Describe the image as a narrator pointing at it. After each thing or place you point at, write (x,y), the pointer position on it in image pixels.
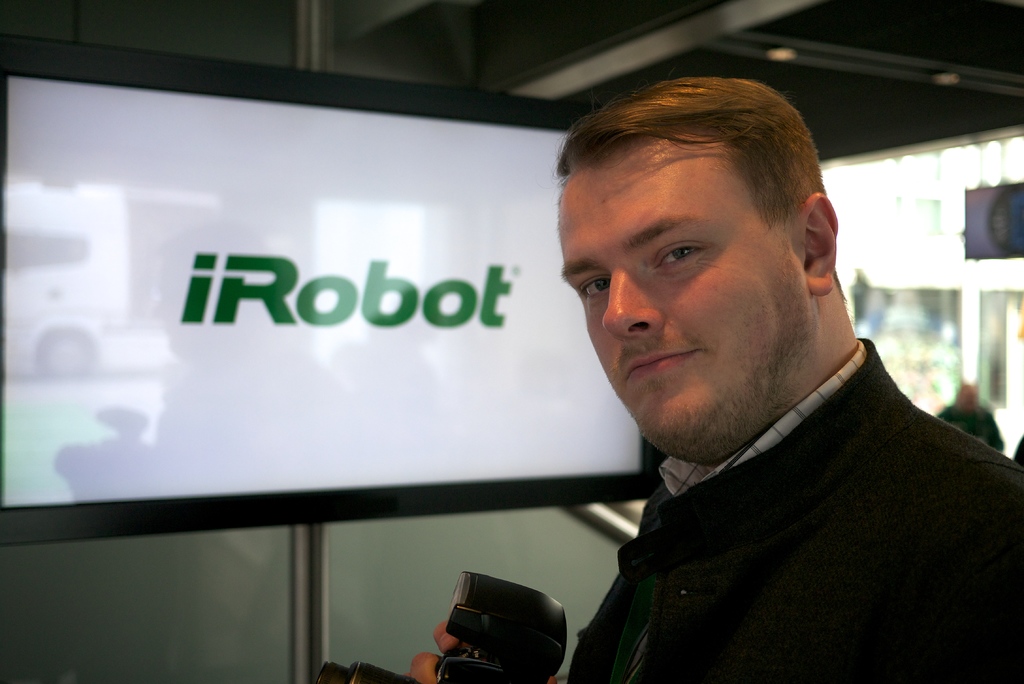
In this picture we can see a man (729,567) holding a camera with his hand (425,671) and smiling and in the background (569,392) we can see a person (967,389), screen (330,158) on the wall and some objects (992,258).
